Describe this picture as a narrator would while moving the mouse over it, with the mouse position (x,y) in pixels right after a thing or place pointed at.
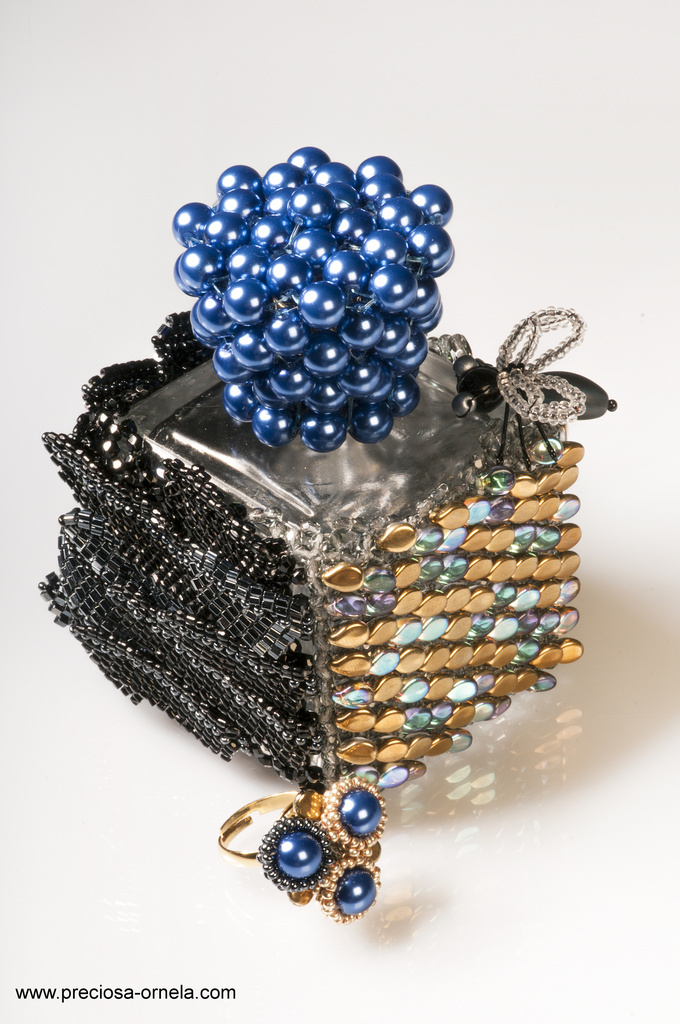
There is a box (111,403) presenting in this picture. There is a ring (325,812) at the bottom of the image (236,854).
